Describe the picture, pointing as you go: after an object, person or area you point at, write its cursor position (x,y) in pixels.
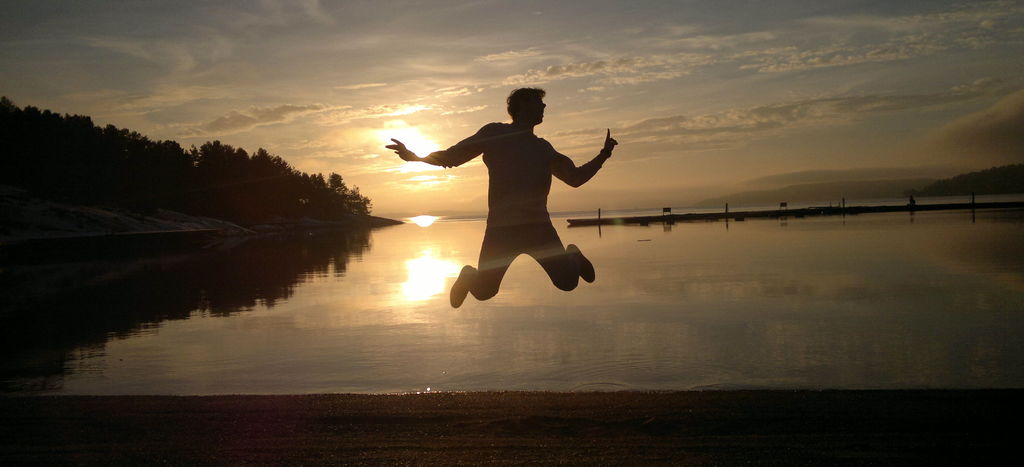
In this image we can see there is a person (508,224) jumping from the ground (531,426). In front of the person (475,271) there is a water (715,258) and it looks like a bridge (673,217). And there are poles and board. On the side there are trees (220,183) and mountain (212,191). And at the top (324,118) there is the sky (480,89).
